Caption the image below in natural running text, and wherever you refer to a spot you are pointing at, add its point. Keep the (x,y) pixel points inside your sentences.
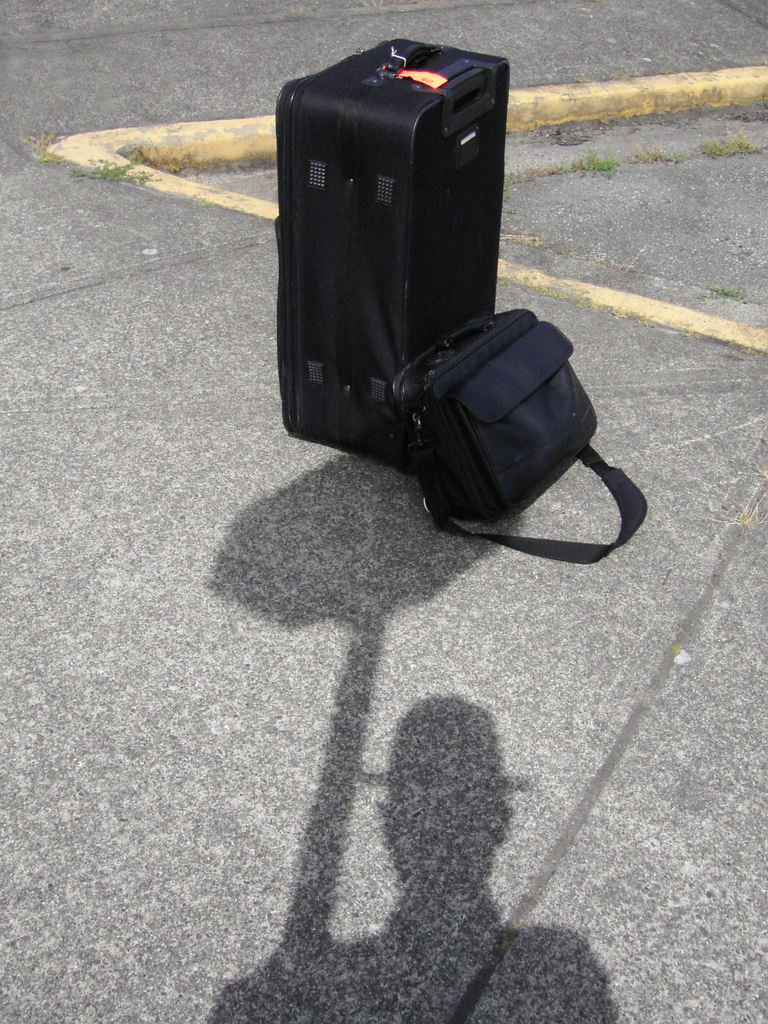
This is the road (190,487) and there are two bags (339,166) on the roads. This is the shadow (397,990) of the man (446,799) who is wearing hat (437,750) on his head (449,812).
